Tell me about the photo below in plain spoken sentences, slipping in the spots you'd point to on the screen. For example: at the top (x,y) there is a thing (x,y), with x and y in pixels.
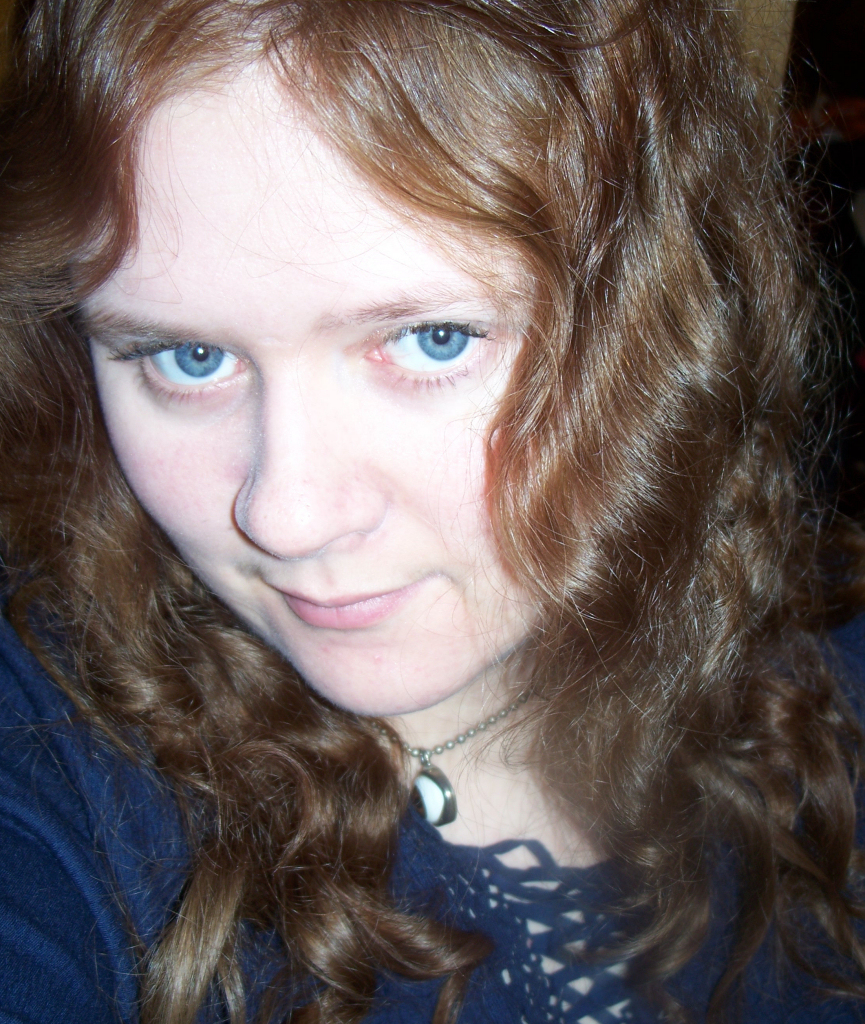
In the image we can see a woman (802,327). She is smiling.
